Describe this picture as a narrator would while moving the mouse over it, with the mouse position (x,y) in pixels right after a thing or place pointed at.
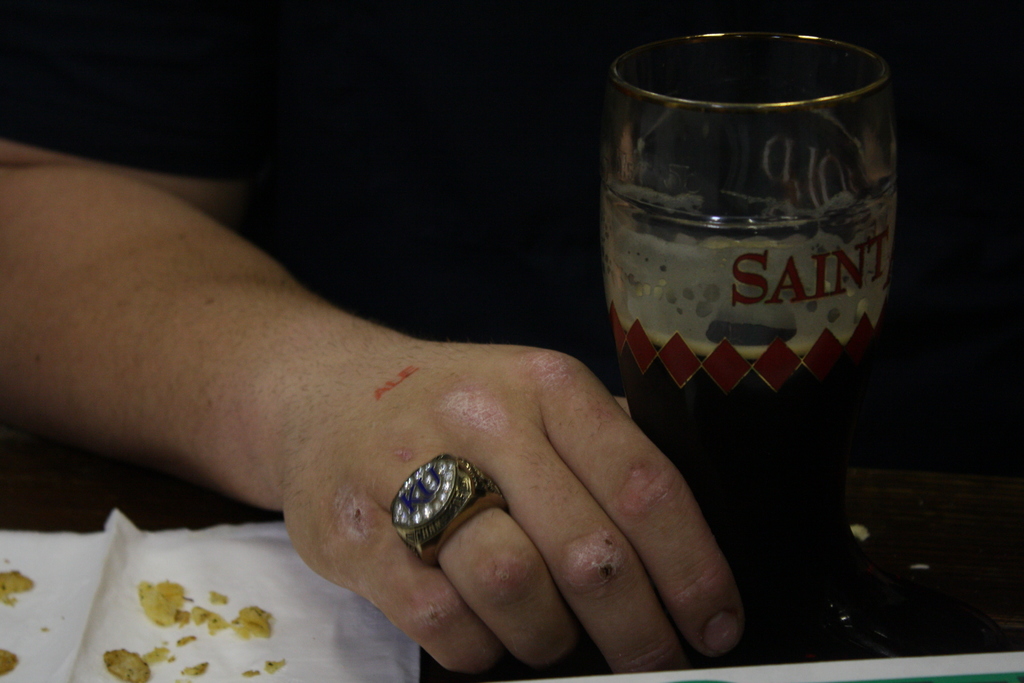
In this picture there is a hand (287,371) of a person (158,397) having a ring (442,501) to one of his fingers (477,553) and there are few wounds (469,405) on his fingers (516,456) and there is a glass (782,365) of drink (814,329) in the right corner (800,371) and there is a tissue (109,589) which has few eatables (171,593) placed on it is in the left corner (166,618).
